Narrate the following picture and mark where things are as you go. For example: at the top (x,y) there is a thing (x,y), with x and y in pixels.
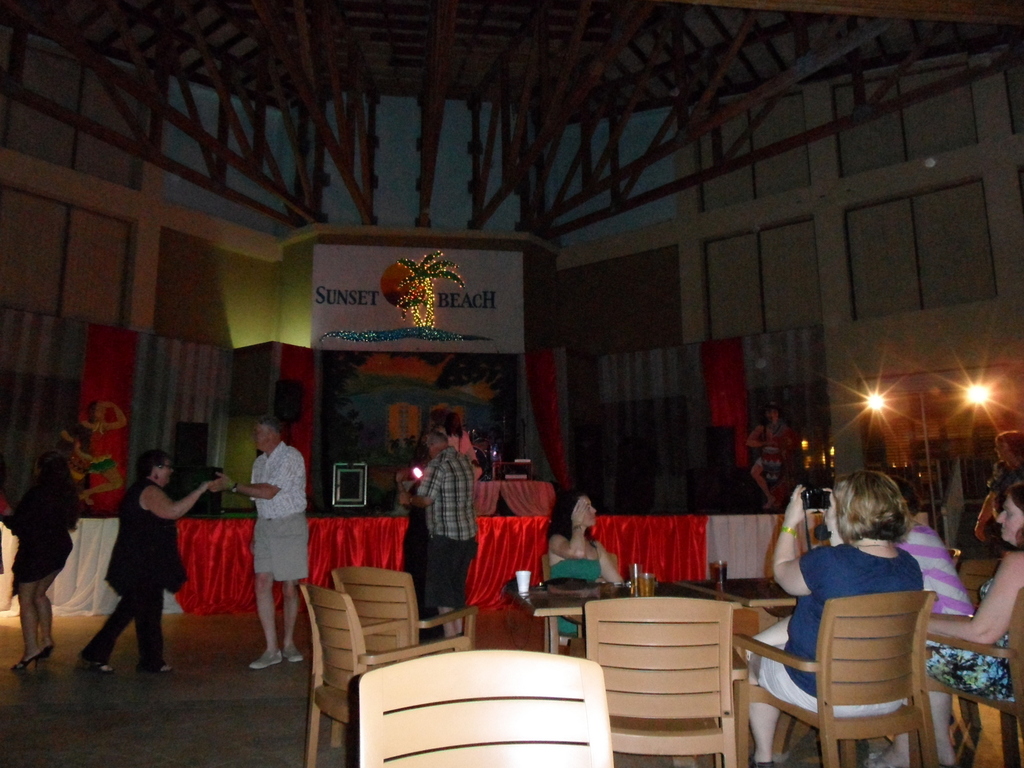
There are few people (912,545) sitting on the chair (675,627) at the table (555,612). We can see glasses (651,588) on the table (697,587). In the background (165,562) there are few people (408,506) dancing, there is a hoarding (338,308) and wall (242,318) and lights (967,387) also.
